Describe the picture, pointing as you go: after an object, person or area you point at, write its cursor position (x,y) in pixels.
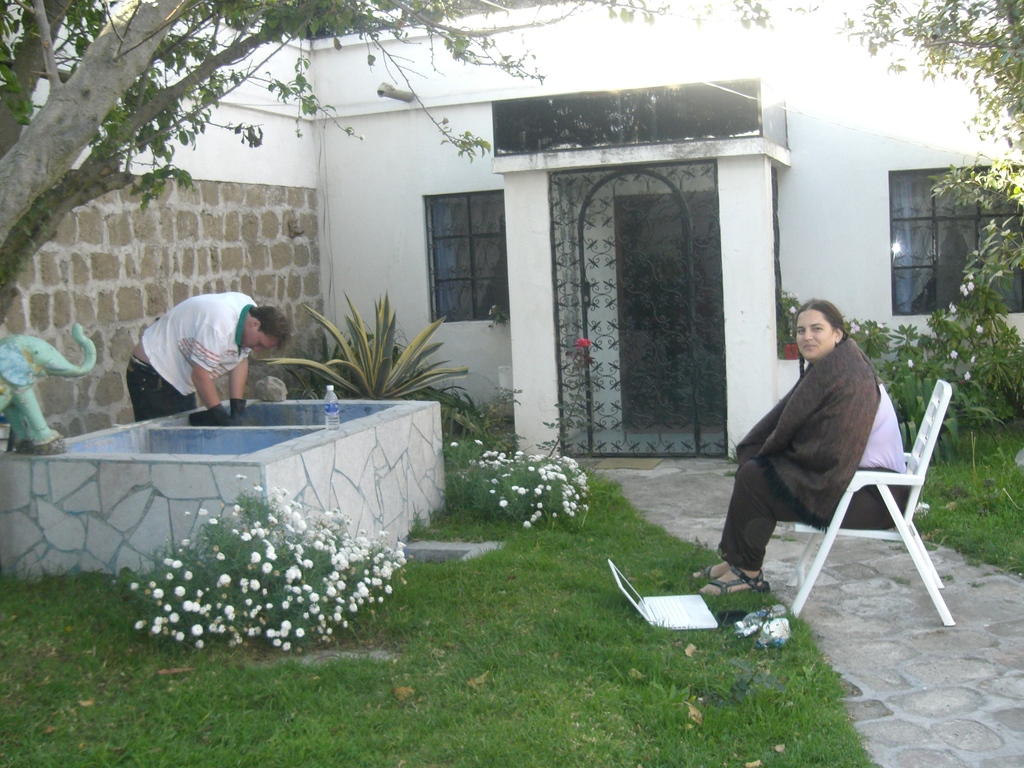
In this image, we can see a building (664,347). There is a person (221,348) in front of the wall (274,223). There is a tank (362,430) in between plants (277,555). There is a sculpture (43,369) and tree (46,159) on the left side of the image (41,234). There is a person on the right side of the image (848,445) sitting on the chair (927,458). There is a laptop (666,614) on the grass (688,686). There are some plants (923,352) in front of the window (979,231). There is a door (669,314) in the middle of the image (669,314).
